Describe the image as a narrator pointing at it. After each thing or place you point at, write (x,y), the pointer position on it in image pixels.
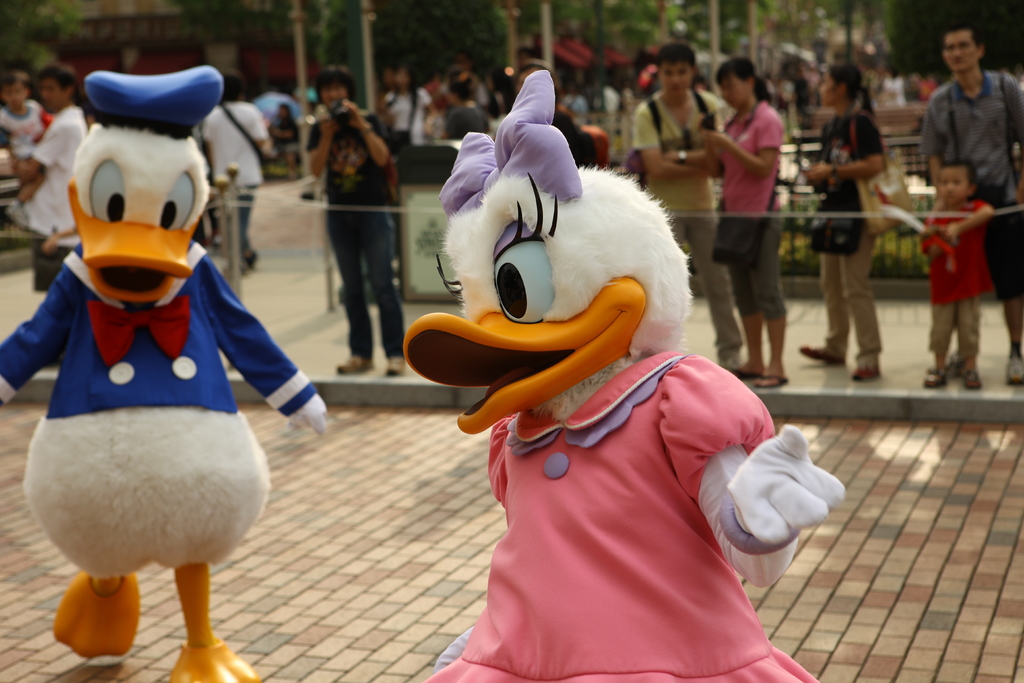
In this image there are two persons (528,468) wearing costumes (244,477), in the background (315,203) there are people (670,150) standing and there are poles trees (618,34) and it is blurred.
